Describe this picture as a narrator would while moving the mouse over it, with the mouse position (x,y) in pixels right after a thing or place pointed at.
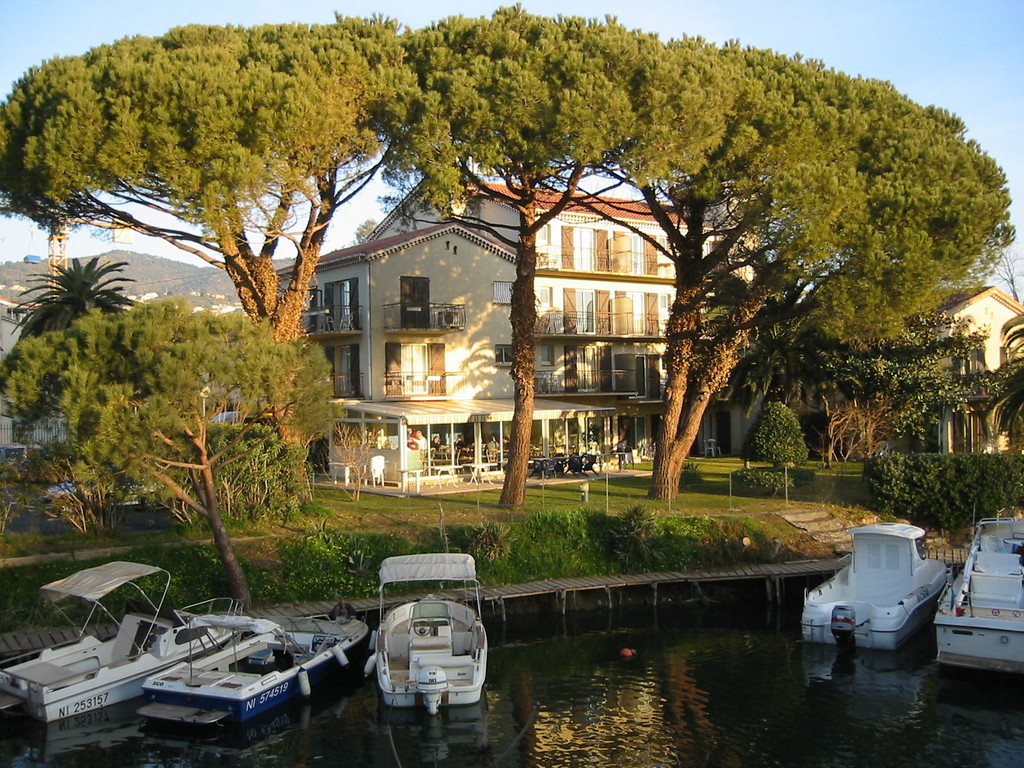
In this picture we can see water (702,711) at the bottom (697,698), there are some boats (10,684) here, in the background (618,318) there is a building (620,302), we can see grass (624,478) and trees (170,417) here, there is the sky (924,44) at the top of the picture (838,67).
